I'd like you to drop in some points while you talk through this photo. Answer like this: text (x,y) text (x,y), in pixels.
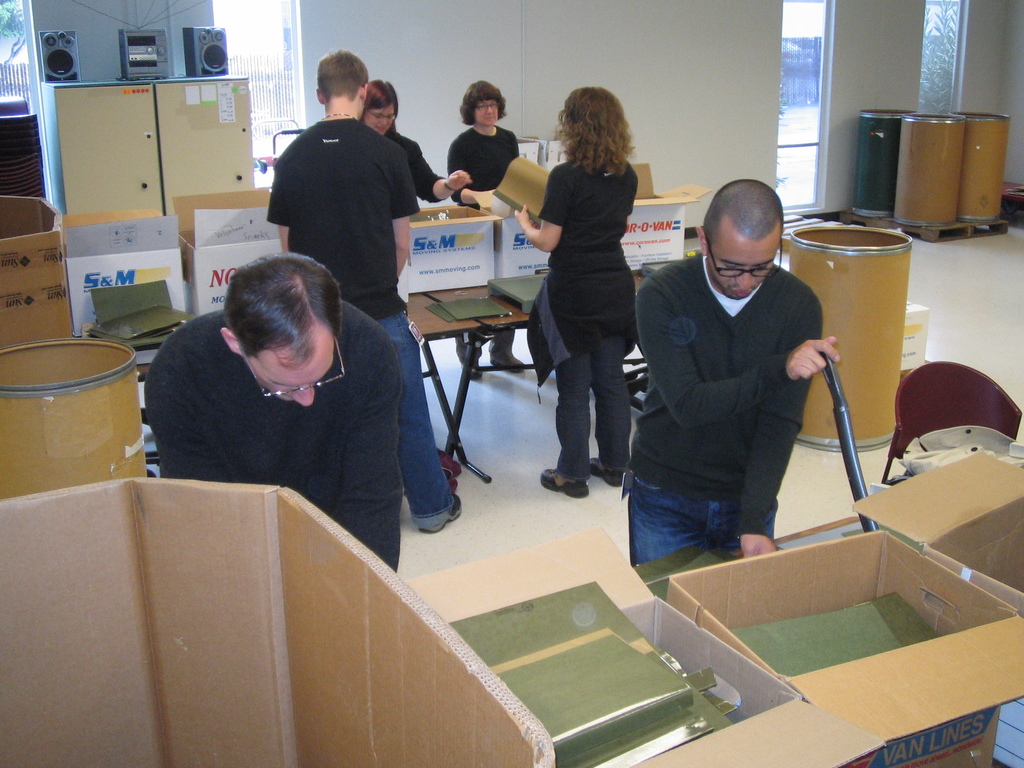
In the picture I can see people (378,347) are standing on the floor (531,445) and holding some objects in hands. I can also see boxes (191,628), drums (837,312), music system (138,71), sound speakers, wall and some other objects (104,325).
